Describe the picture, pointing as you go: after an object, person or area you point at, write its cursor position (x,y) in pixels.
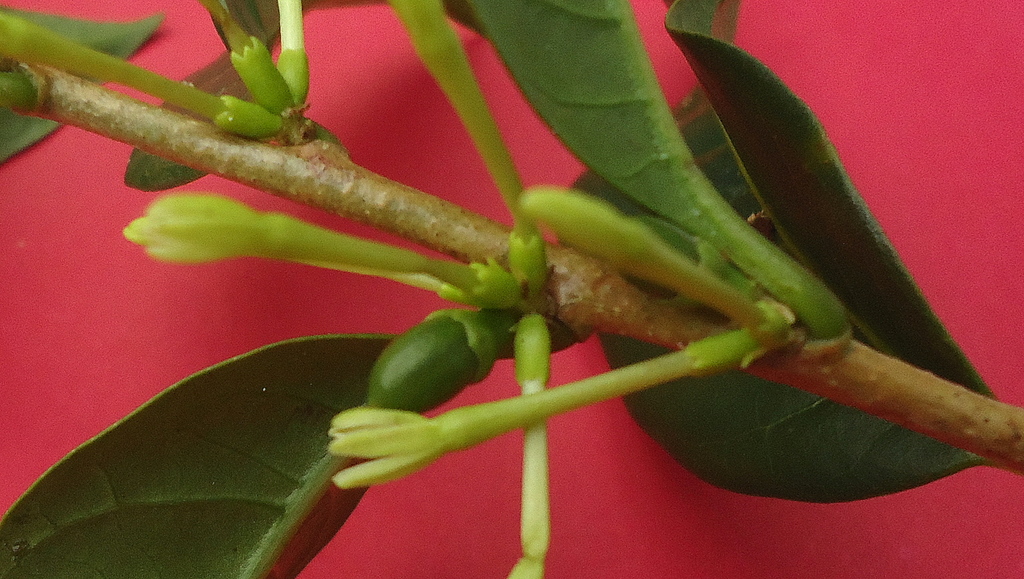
In this picture I can see there is a stem (91,95) of a plant (631,356), it has few buds (427,444) and leaves (266,486). It is placed on a red colored surface (51,204).
